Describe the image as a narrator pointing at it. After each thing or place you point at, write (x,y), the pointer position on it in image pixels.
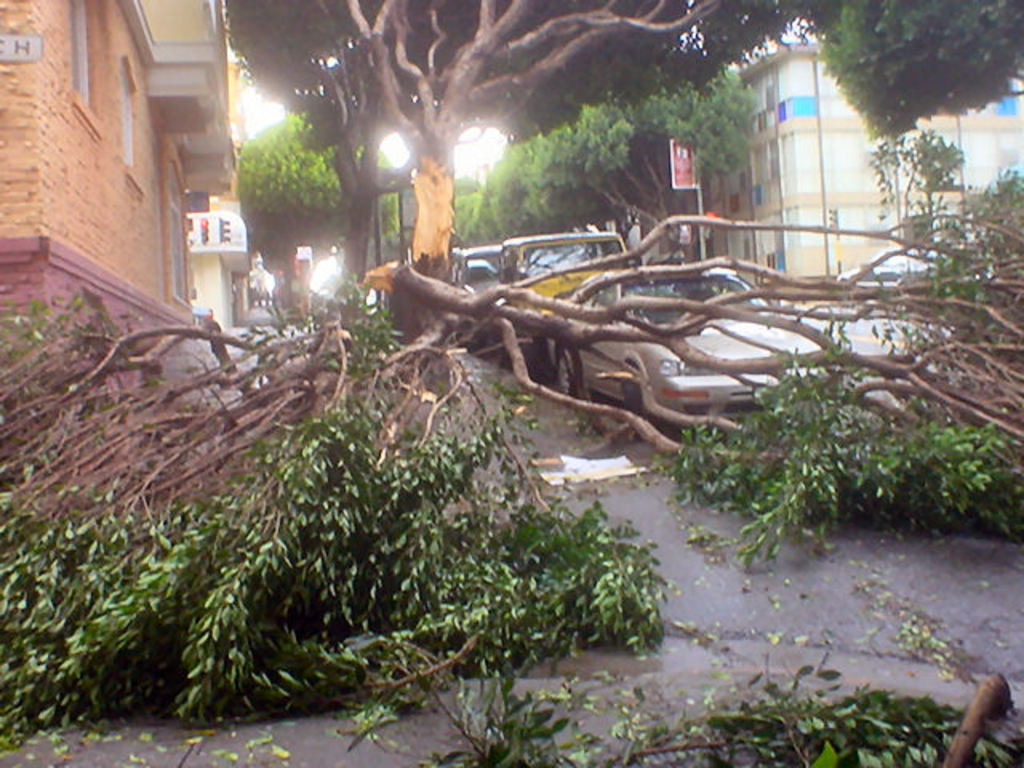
In this image we can see trees (366,304) are cut and fell on the road (505,483), we can see vehicles (695,326) parked on the road (594,436), we can see buildings (712,204), trees (630,139) and the boards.
